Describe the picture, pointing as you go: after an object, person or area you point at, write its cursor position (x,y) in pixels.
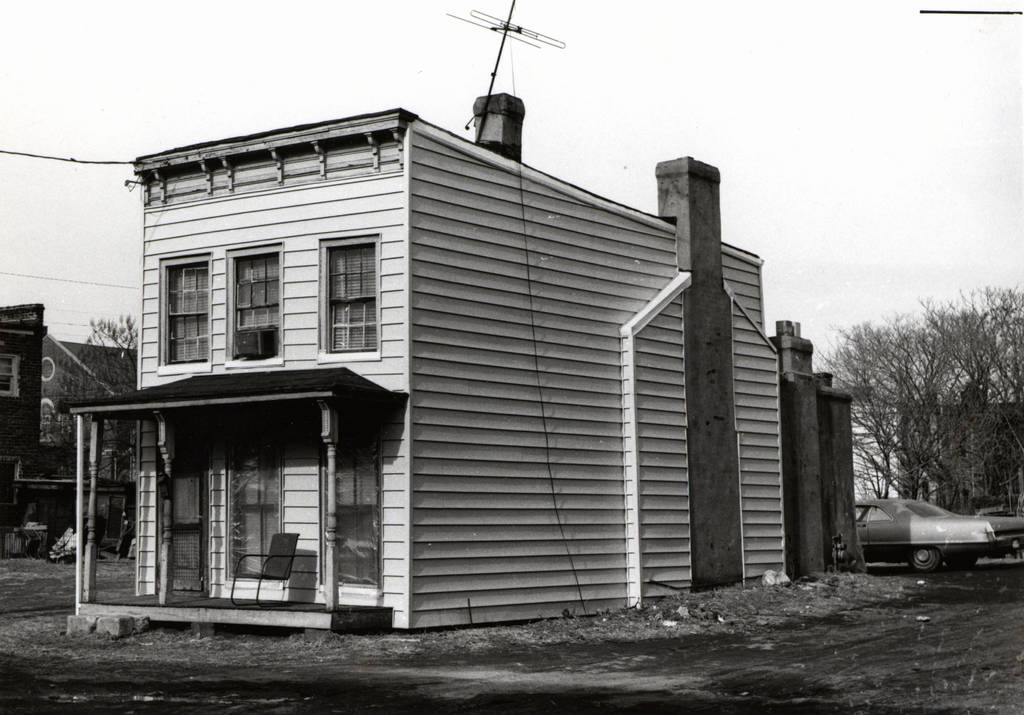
In this picture we can see few houses (533,492), a car (961,521) and trees (944,462), and also we can see an antenna (467,127).
